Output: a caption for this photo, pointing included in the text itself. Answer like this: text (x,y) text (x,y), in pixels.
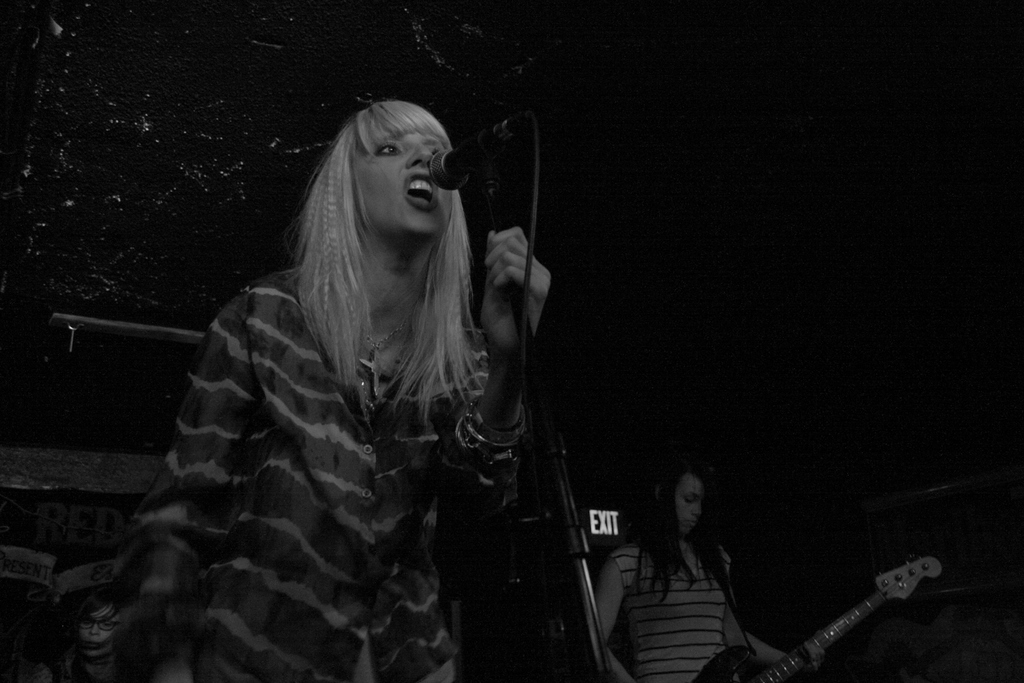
In this picture we can see a woman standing in front of a microphone (448,173) and singing, on the right side of the image (736,609) we can see a woman (734,605) playing a guitar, in the background (599,522) we can see a exit board (614,523).
